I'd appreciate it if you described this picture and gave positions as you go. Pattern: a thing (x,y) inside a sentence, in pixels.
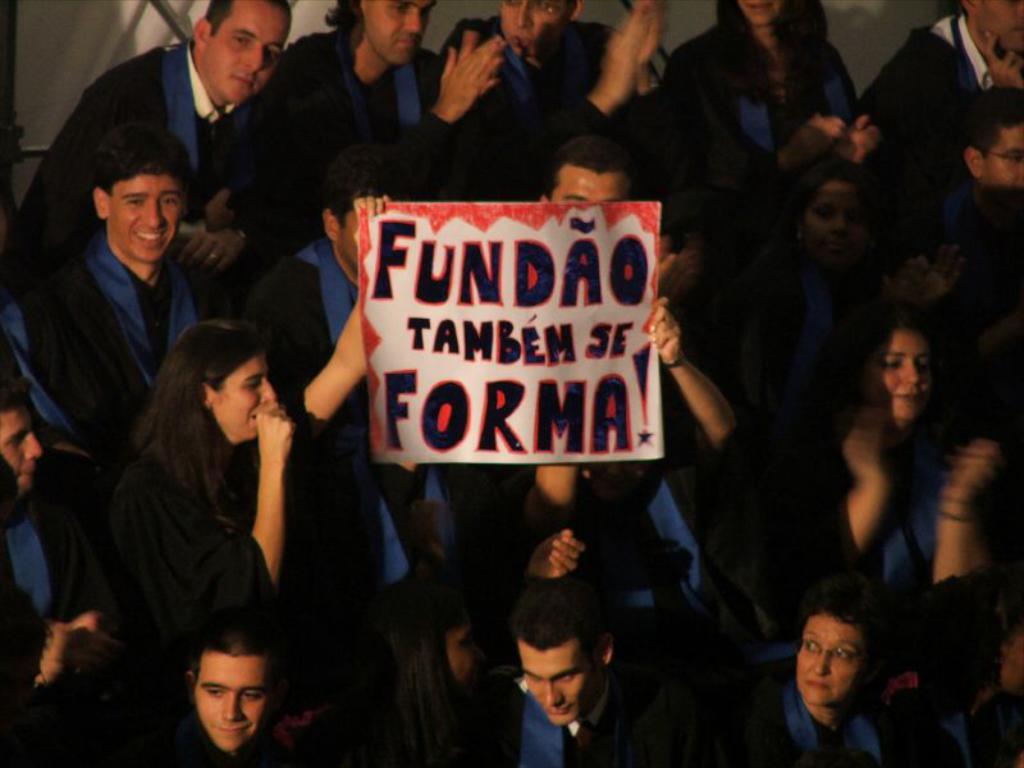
In this image we can see these people (331,300) wearing black coats (530,100) are standing here and we can see a placard (542,398) on which we can see some text (572,267) is written.
